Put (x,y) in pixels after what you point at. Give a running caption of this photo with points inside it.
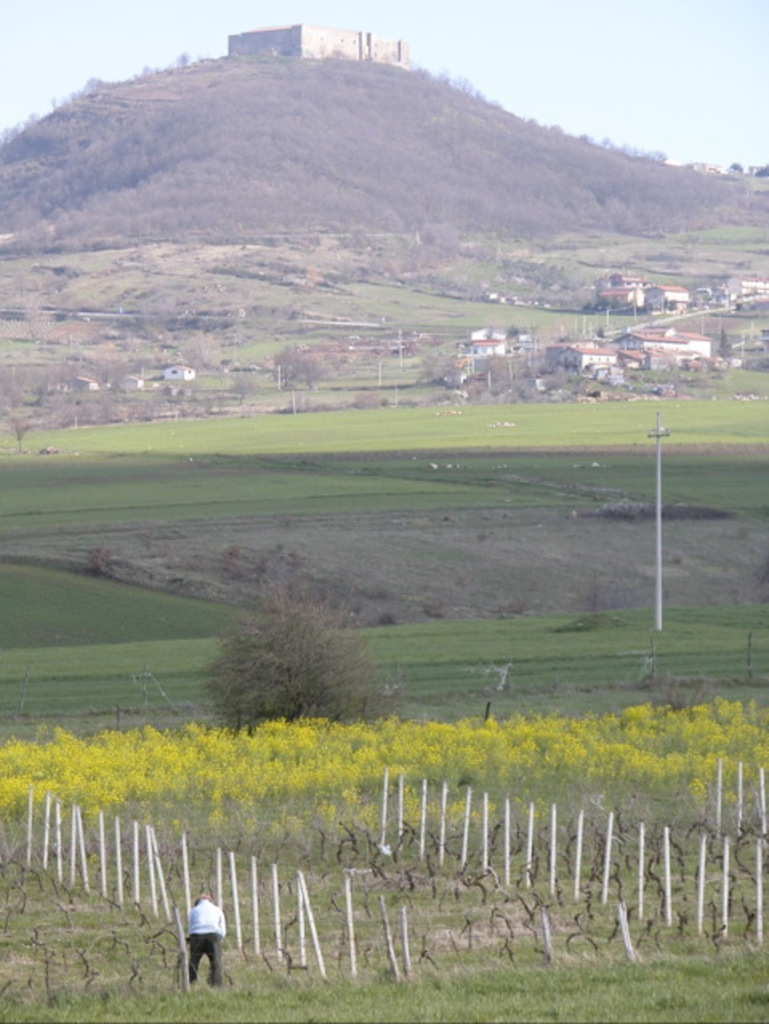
There is a person (203,916) in white color shirt (216,910) standing on the grass (216,1001) on the ground (241,993) near poles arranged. In the background (310,805), there are plants (660,743), trees (293,685), grass (725,437), houses (764,294) and poles (378,367) on the ground (390,383), there is a building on the mountain (408,150) and there is sky (531,28).
